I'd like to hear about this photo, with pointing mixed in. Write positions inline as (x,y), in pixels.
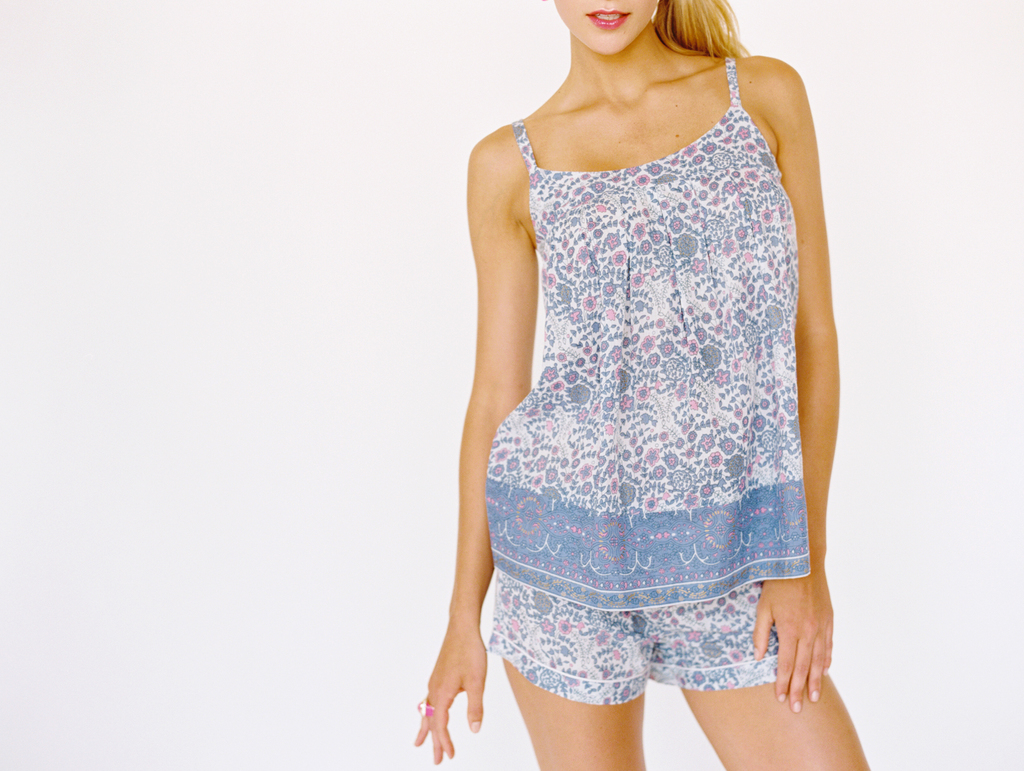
In this picture I can see a woman (657,147) standing in front (604,293) and I see that she is wearing white and blue color dress (648,324) and I can see the white color background (275,477).
